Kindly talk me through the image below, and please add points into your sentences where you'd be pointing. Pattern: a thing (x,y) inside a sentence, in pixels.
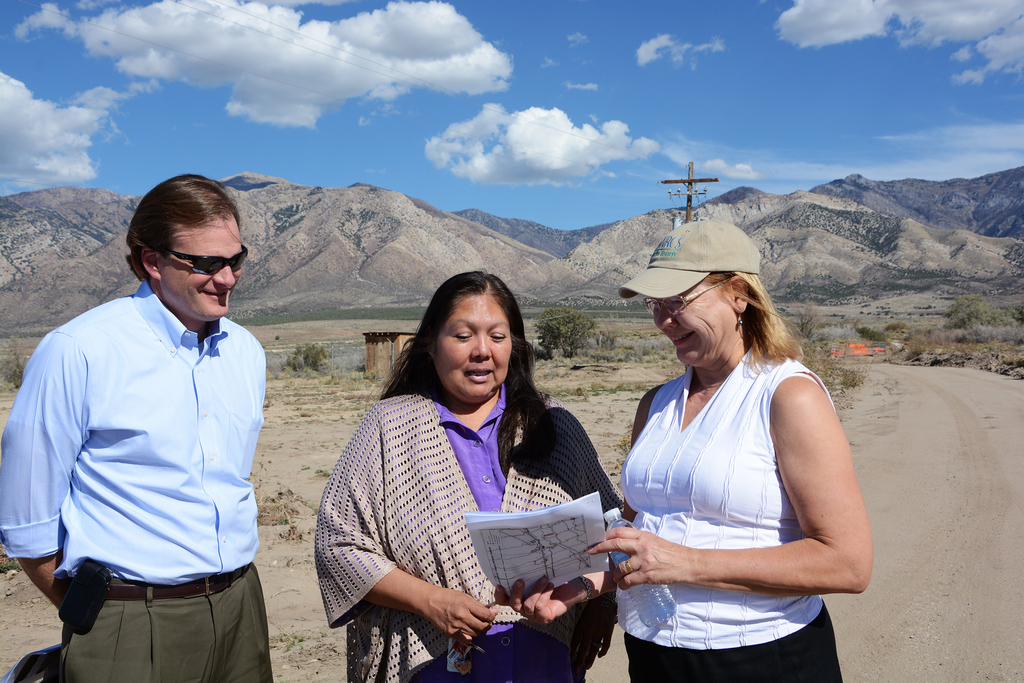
In the center of the image (473,384) we can see persons (438,545) standing on the road (931,526) holding a paper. In the background (100,294) we can see shed (386,343), pole (692,182), trees (548,320), grass (636,327), hills (385,279), sky (612,118) and clouds (537,134).
